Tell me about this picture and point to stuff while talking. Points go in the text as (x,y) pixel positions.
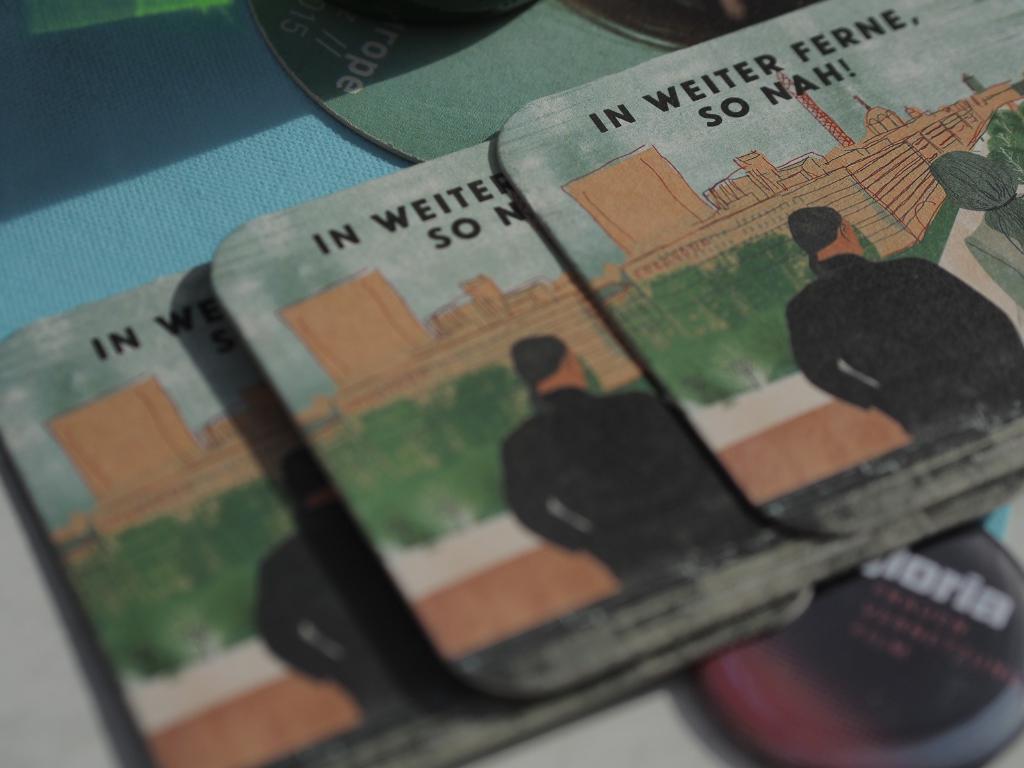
In this image i can see few objects (825,359) and some text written on it.
